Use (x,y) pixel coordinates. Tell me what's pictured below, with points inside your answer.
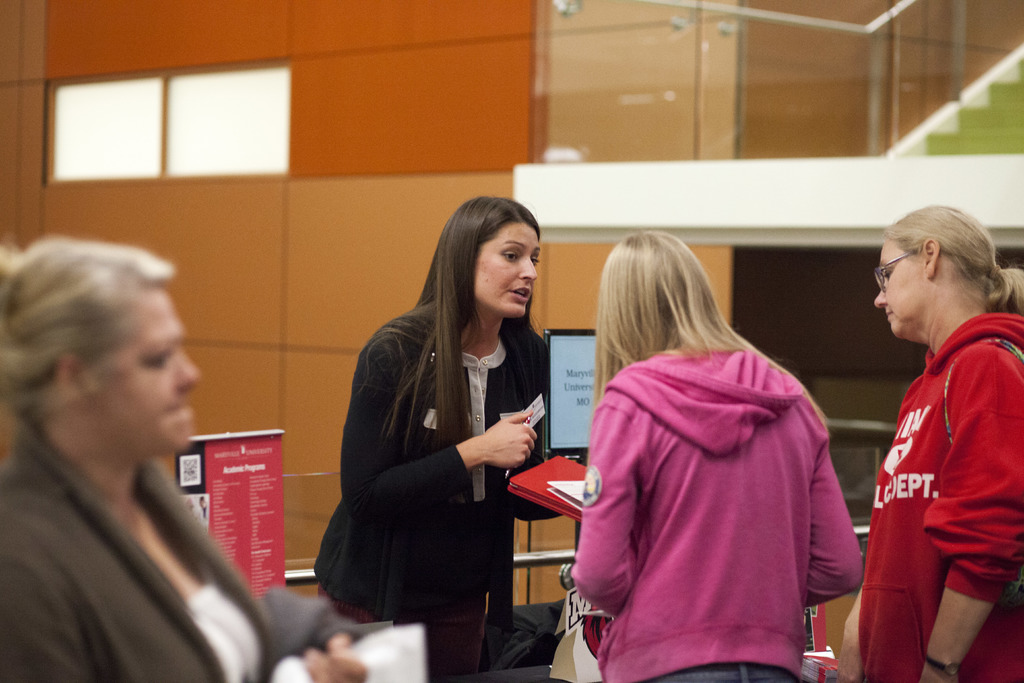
In this image I can see the group of people (386,420) with different color dresses (457,529). In-front of one person (707,469) I can see the system (578,441). In the back (231,539) there is a red color banner (242,509). In the back (284,210) I can see the wall (316,203) and the glass railing (762,97).
